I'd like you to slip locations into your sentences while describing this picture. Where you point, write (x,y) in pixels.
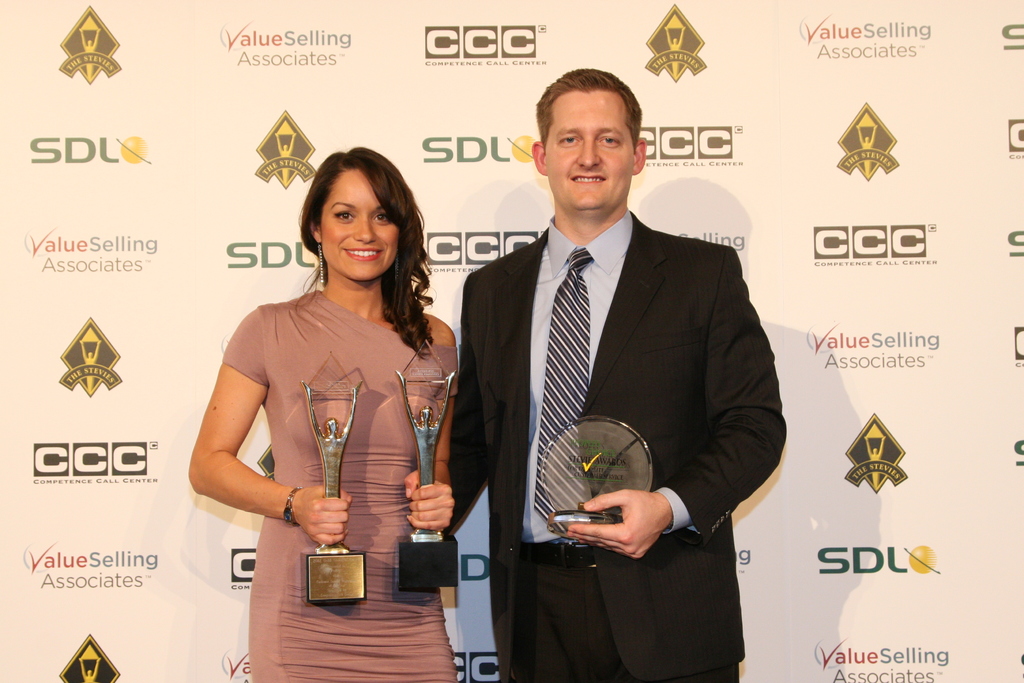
In this image, there are a few people (550,436) holding some objects (431,544). In the background (236,322), we can see the board (102,286) with some images (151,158) and text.
